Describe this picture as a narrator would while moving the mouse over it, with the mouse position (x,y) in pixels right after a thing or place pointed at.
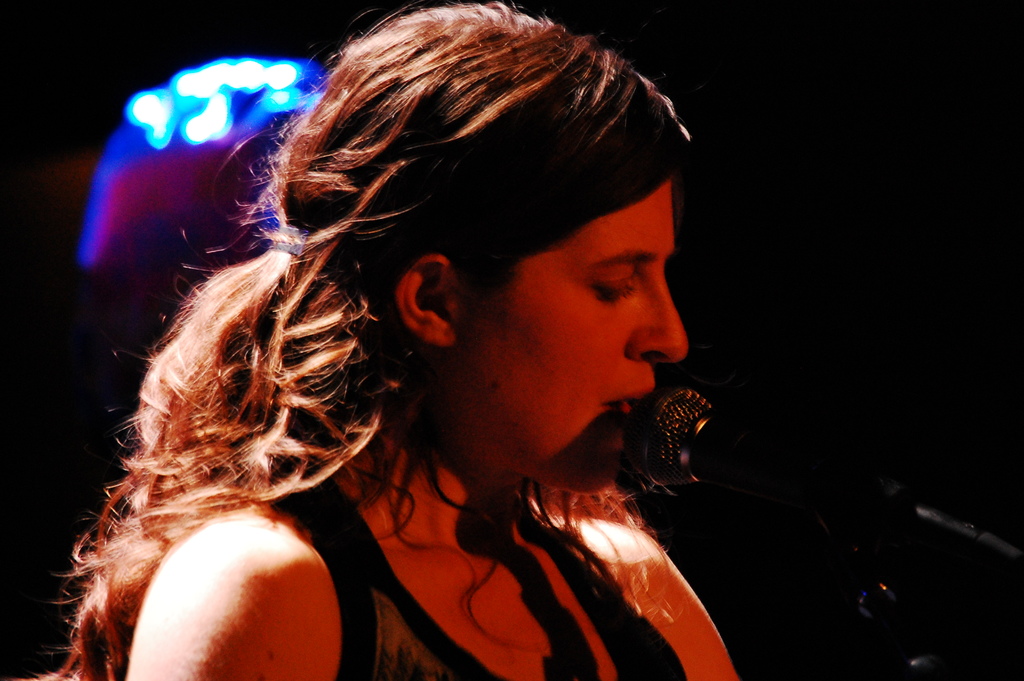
In this image in the foreground (296,261) there is one woman (451,370) who is singing, and in front of her there is a mike (672,436) and there is a dark background (815,292) and some lights (180,84).
